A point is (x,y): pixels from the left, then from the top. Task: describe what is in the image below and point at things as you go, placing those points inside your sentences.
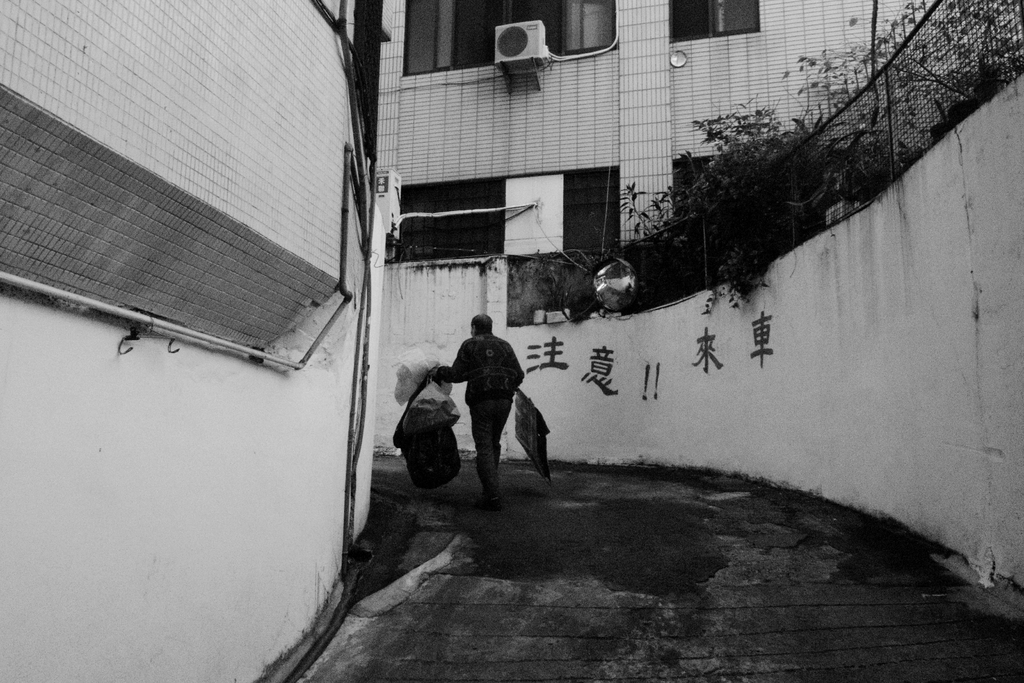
In this image there is a building (579,109) truncated towards the top of the image (433,16), there are windows (610,14) truncated towards the top of the image (522,23), there are objects (532,67) on the building (544,123), there is a wall (195,375) truncated towards the left of the image (165,555), there is a wall (788,378) truncated towards the right of the image (909,294), there is text (588,378) on the wall (699,345), there is a fencing (889,136) truncated towards the right of the image (829,161), there are plants (755,206) truncated towards the right of the image (700,260), there is a person (486,378) walking and holding an objects (439,443), there is the road (596,520).
